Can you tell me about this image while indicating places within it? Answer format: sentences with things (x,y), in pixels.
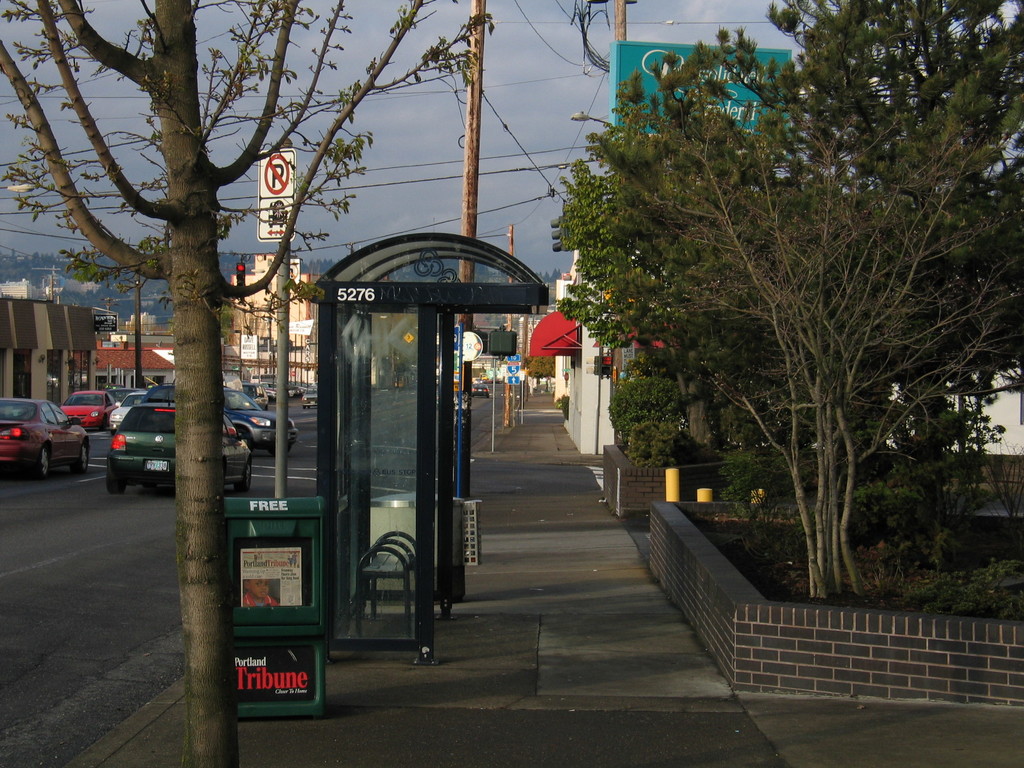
In the picture we can see a pathway (406,677) on it we can see a tree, bus shelter (329,358), and a pole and beside it we can see some plants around it we can see wall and beside it we can see some house buildings (587,444) and on the road (108,544) we can see some cars (69,456) and in the background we can see some trees (39,268) and sky (361,207).
